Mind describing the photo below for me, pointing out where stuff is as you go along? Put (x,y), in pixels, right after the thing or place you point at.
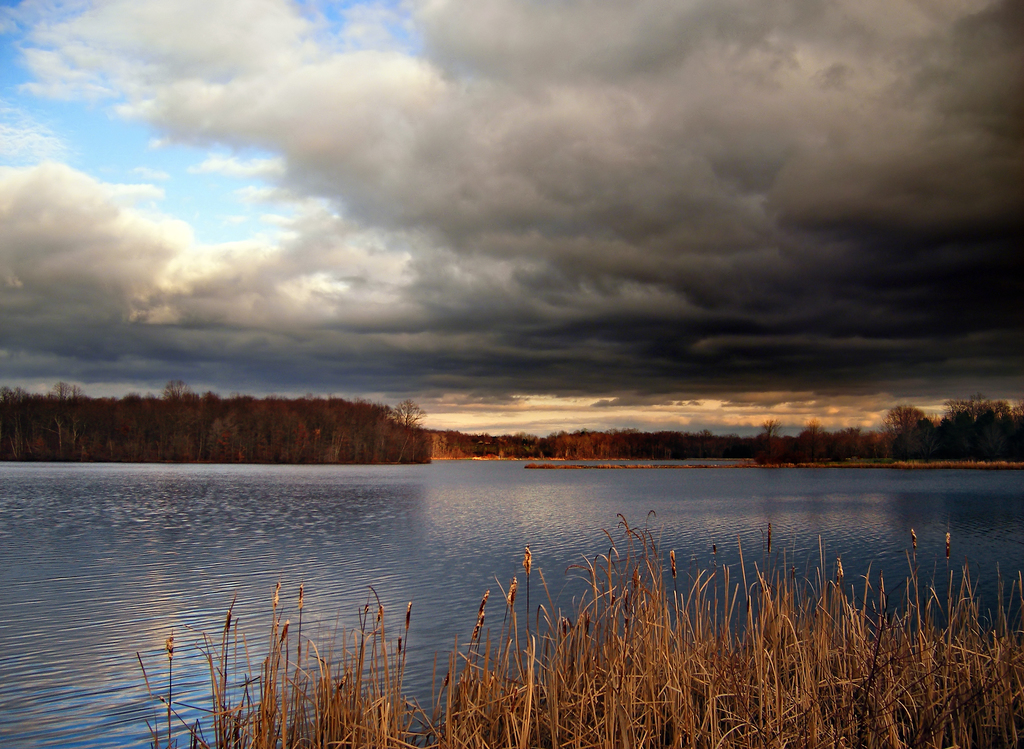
In this image, I can see the water (453,535) flowing. This is the dried grass (606,678). I can see the trees (424,434). These are the clouds (450,256) in the sky (303,191).
